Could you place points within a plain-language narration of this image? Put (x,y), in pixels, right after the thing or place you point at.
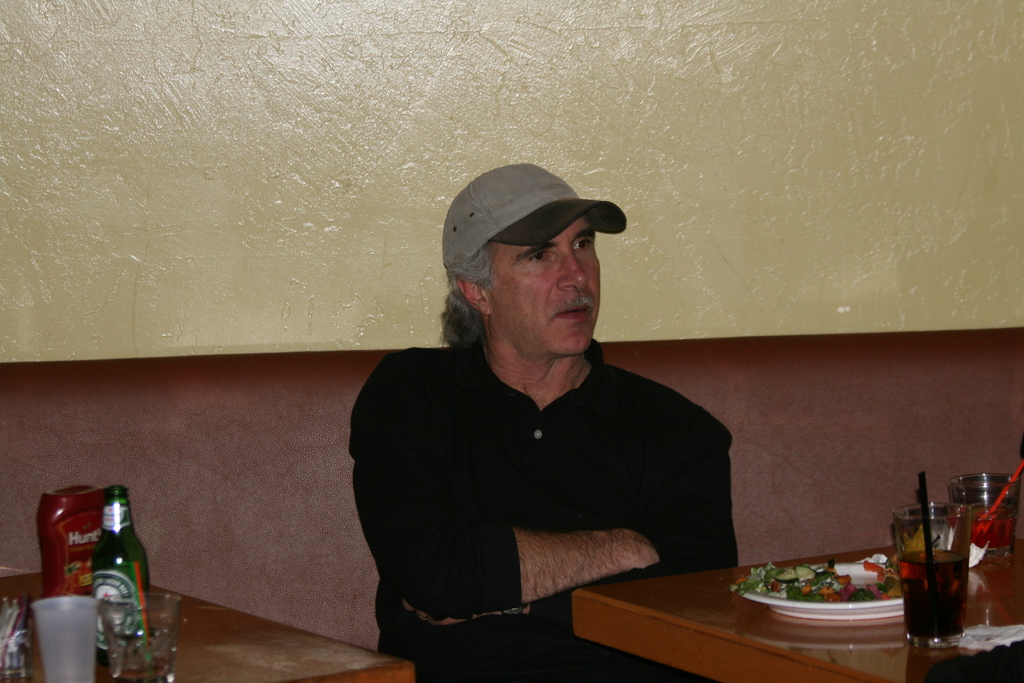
A man (469,534) is sitting and looking at the right (881,619) there is a glass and a plate (848,607).
